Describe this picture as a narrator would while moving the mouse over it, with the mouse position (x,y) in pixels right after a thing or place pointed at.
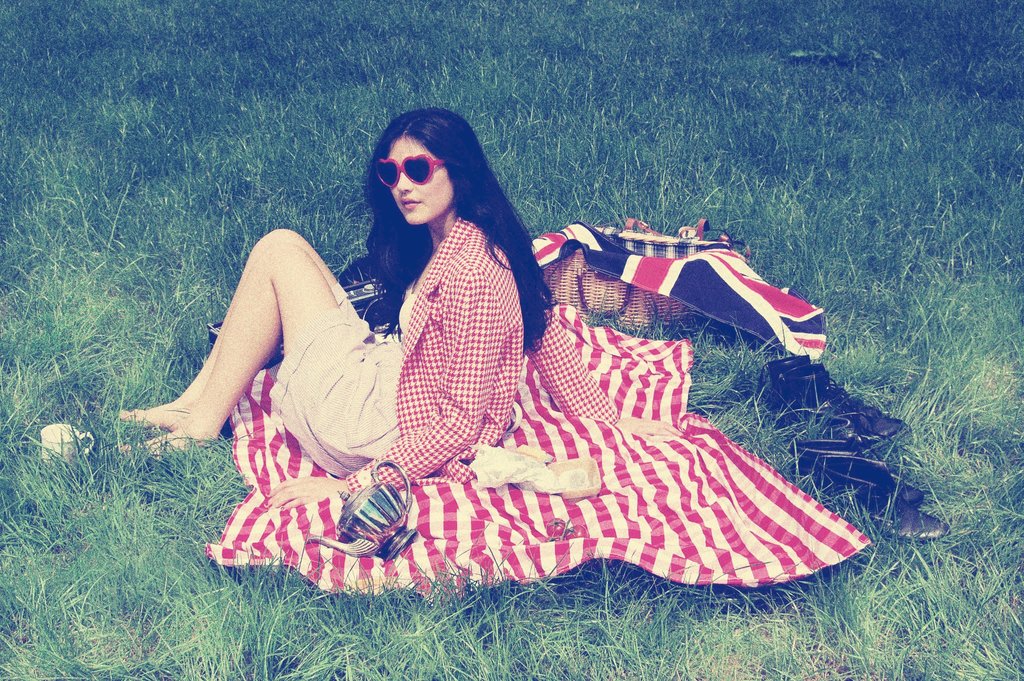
In this image we can see a person (366,382) wearing red color shirt (442,360) sitting on a cloth (647,470) which is of red color there are some shoe pairs (815,398), a basket (632,295), coffee cup (60,450), tea kettle (383,521) around her.
